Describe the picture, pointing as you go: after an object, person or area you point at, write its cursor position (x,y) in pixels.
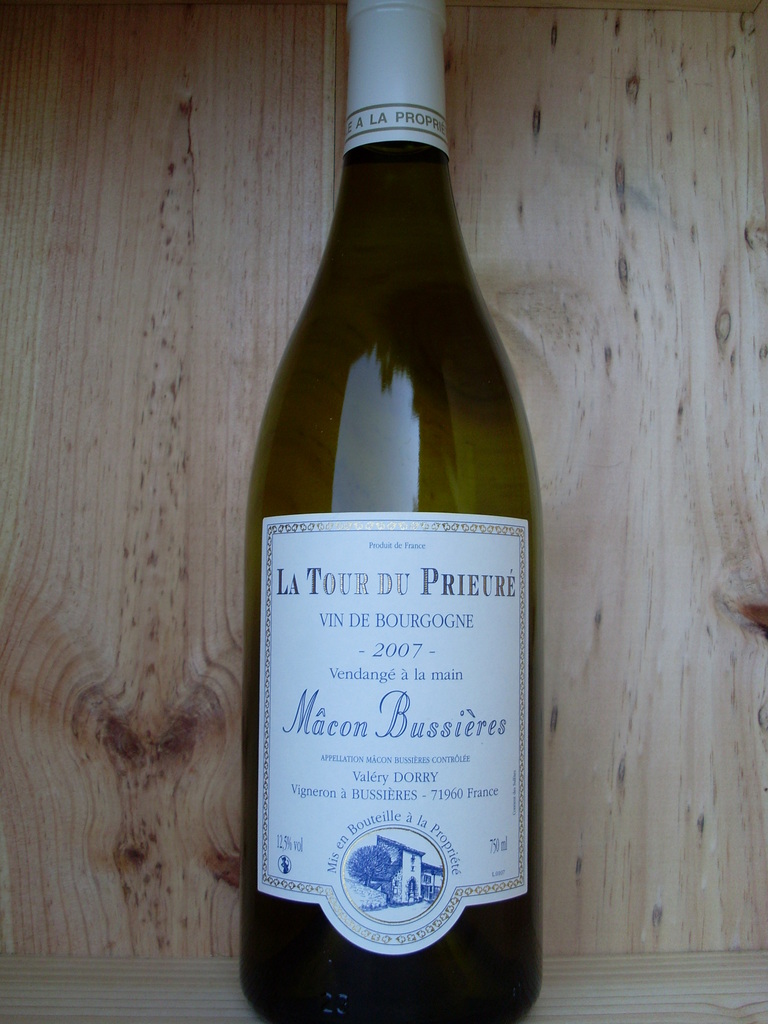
In this picture there is a bottle (426,751) and a label (438,702) on it. On the label (388,864), there is a tree (374,870) and a building (404,872). There is a wooden background (591,541).
